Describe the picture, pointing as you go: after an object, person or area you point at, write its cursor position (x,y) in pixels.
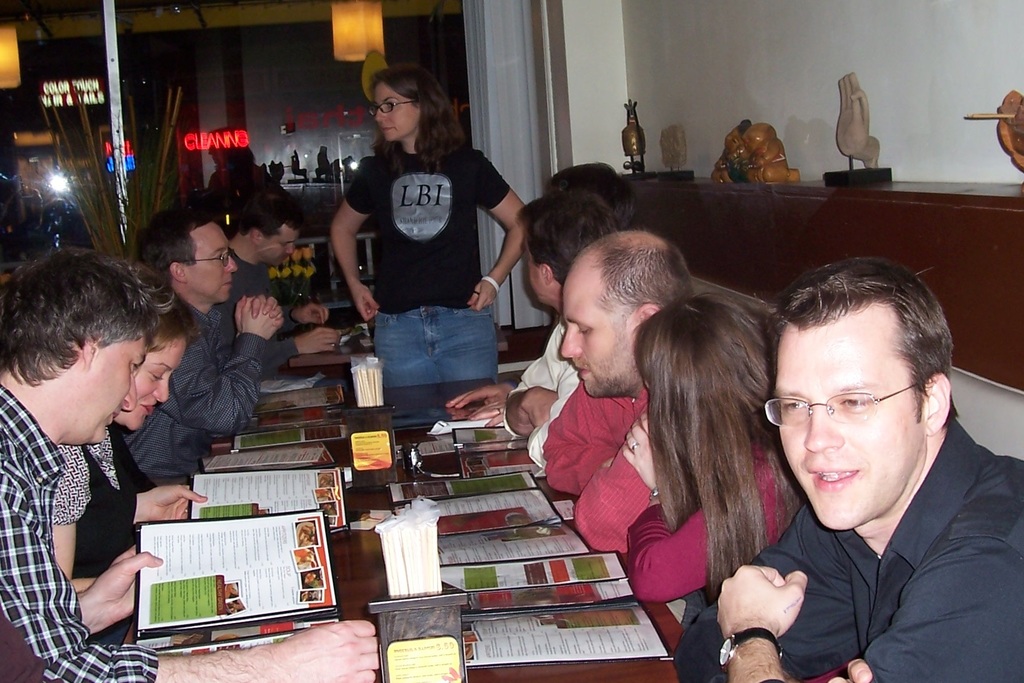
In this image on the left (175,374) and right side (711,315), I can see some people (674,438) are sitting. I can also see some objects (329,586) on the table (329,586). In the middle (410,300) I can see a lady (411,252) standing. In the background (210,120), I can see the glass window (278,84).
